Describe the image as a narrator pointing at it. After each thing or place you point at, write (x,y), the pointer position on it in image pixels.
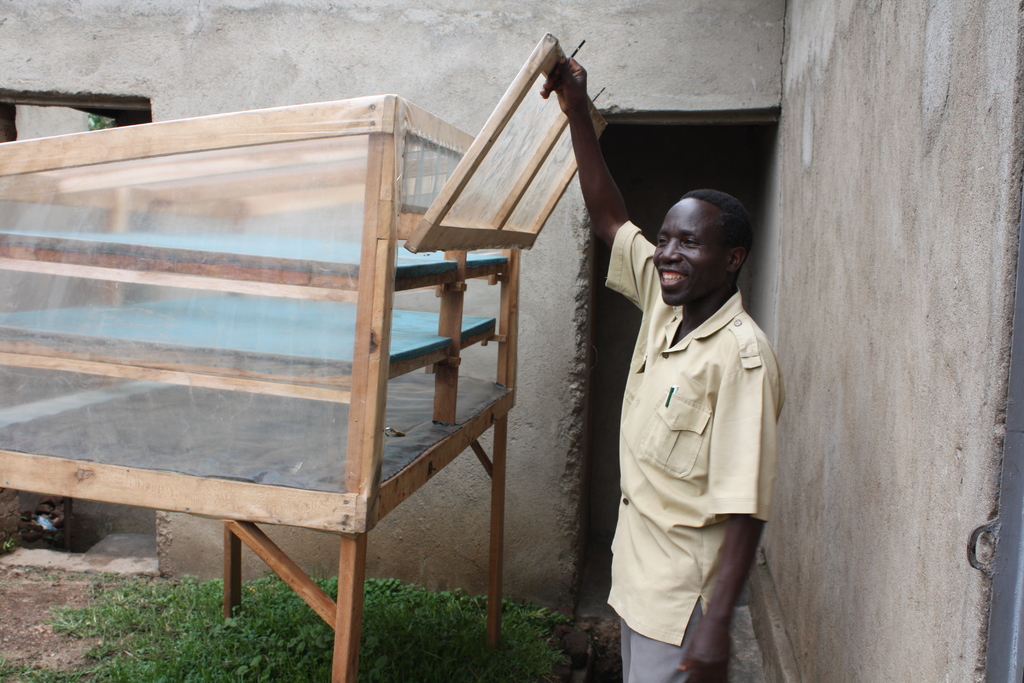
In this image there is a person (678,286) truncated towards the bottom of the image (703,466), there is a wooden object (238,310) truncated towards the left of the image (62,210), there is grass (551,662) truncated towards the bottom of the image (275,635), there is the wall (433,60) truncated towards the top of the image (483,35), there is the wall (915,184) truncated towards the right of the image (847,394).
